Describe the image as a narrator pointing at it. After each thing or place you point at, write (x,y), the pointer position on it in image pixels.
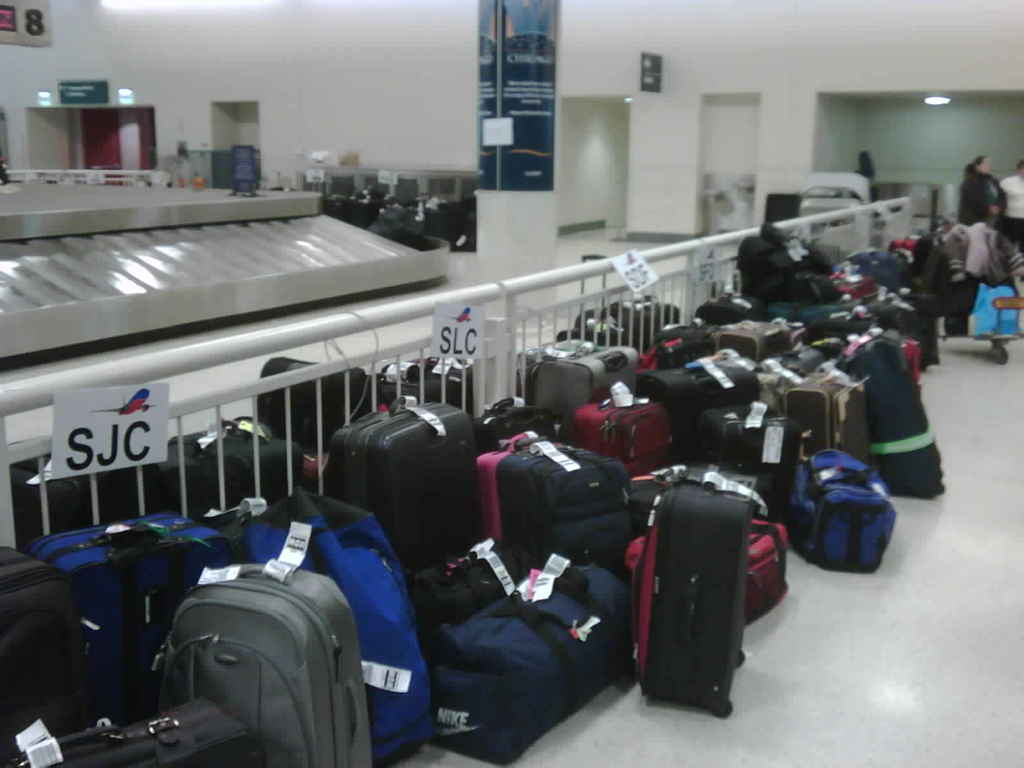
In the picture we can see some luggage (637,579) on the floor (971,389) with some bags (841,553) and some tags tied to it near the railing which is white in color and in the background (892,152) we can see a wall (215,49), pillar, and some people (1013,220) standing.
